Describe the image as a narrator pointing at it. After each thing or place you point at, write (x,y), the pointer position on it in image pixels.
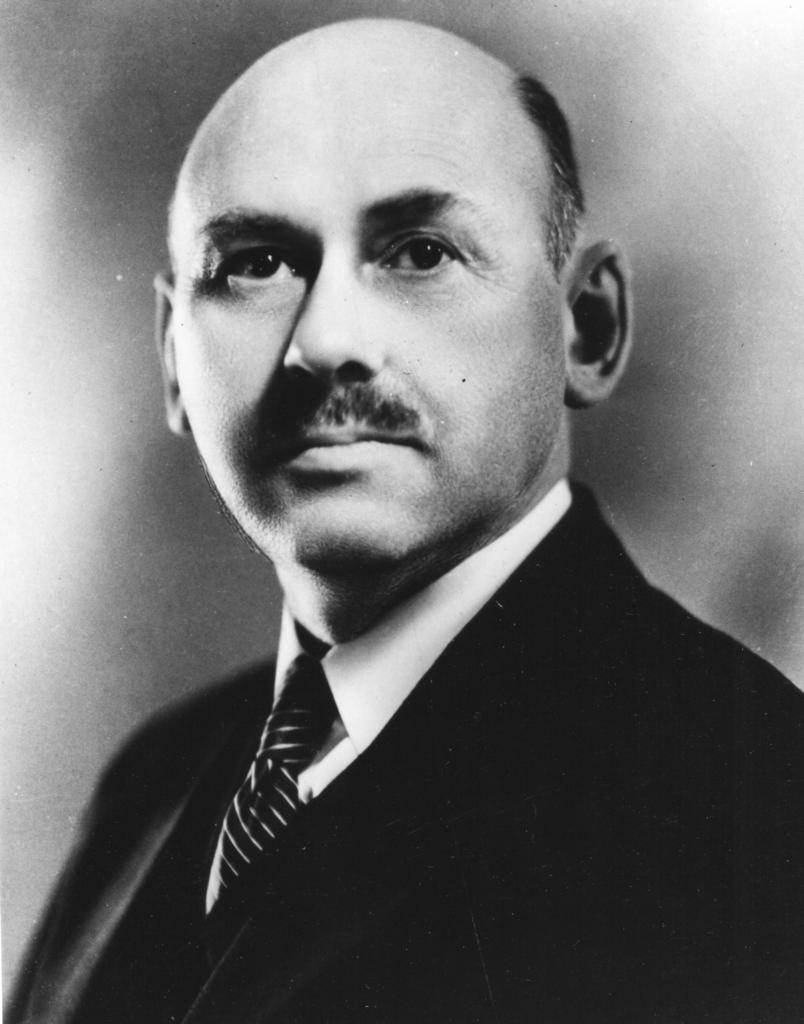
In this image there is a man (273,547) wearing a black colour suit (437,777), white colour shirt (364,733) and a tie (284,763) which is black in colour.
